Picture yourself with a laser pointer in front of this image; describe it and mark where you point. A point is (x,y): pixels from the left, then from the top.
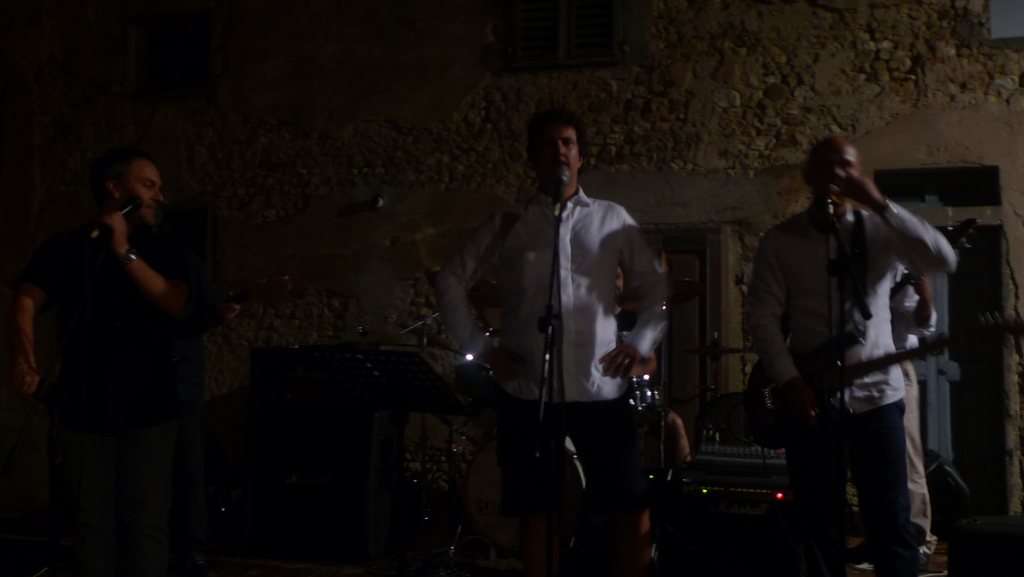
On the left side (117,260) a person (103,293) is holding a mic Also another person (586,380) is standing. On the right side (788,298) there is a person (807,318) holding a guitar (825,376). In front of them there are mics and mic stands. In the background (732,492) there are some musical instruments (714,498). Also there is a stone wall (459,89).
